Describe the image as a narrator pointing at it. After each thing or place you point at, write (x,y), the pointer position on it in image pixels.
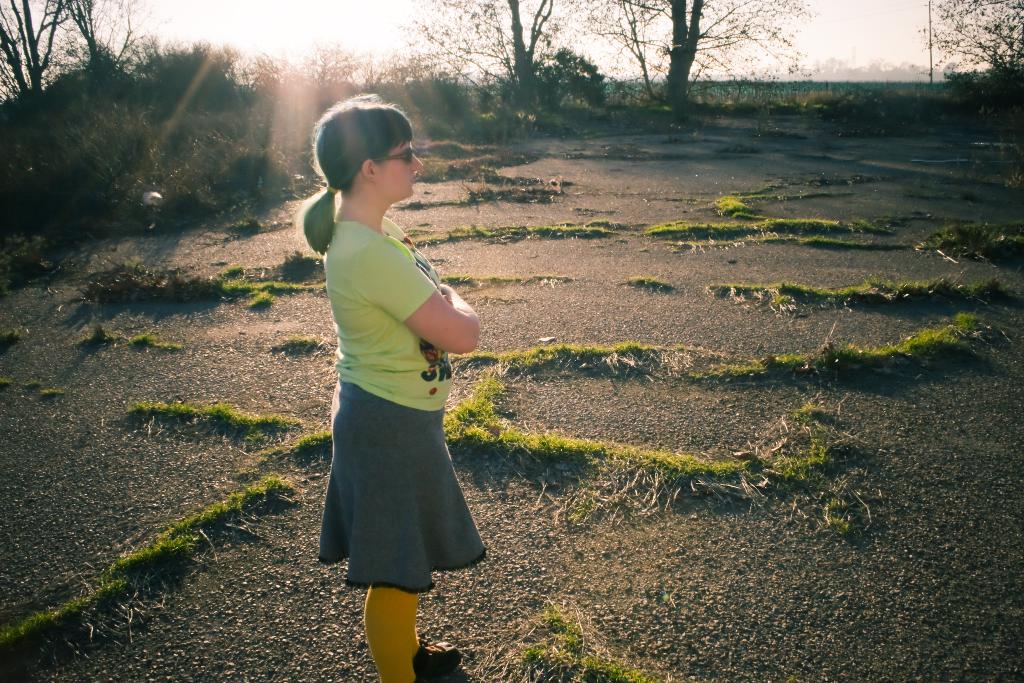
In this image, we can see a person (474,521). We can see the ground (675,510). We can see some grass (866,283), plants (268,97) and trees (677,42). In the background (869,71), we can see some objects (852,70). We can also see the sky (867,55).
